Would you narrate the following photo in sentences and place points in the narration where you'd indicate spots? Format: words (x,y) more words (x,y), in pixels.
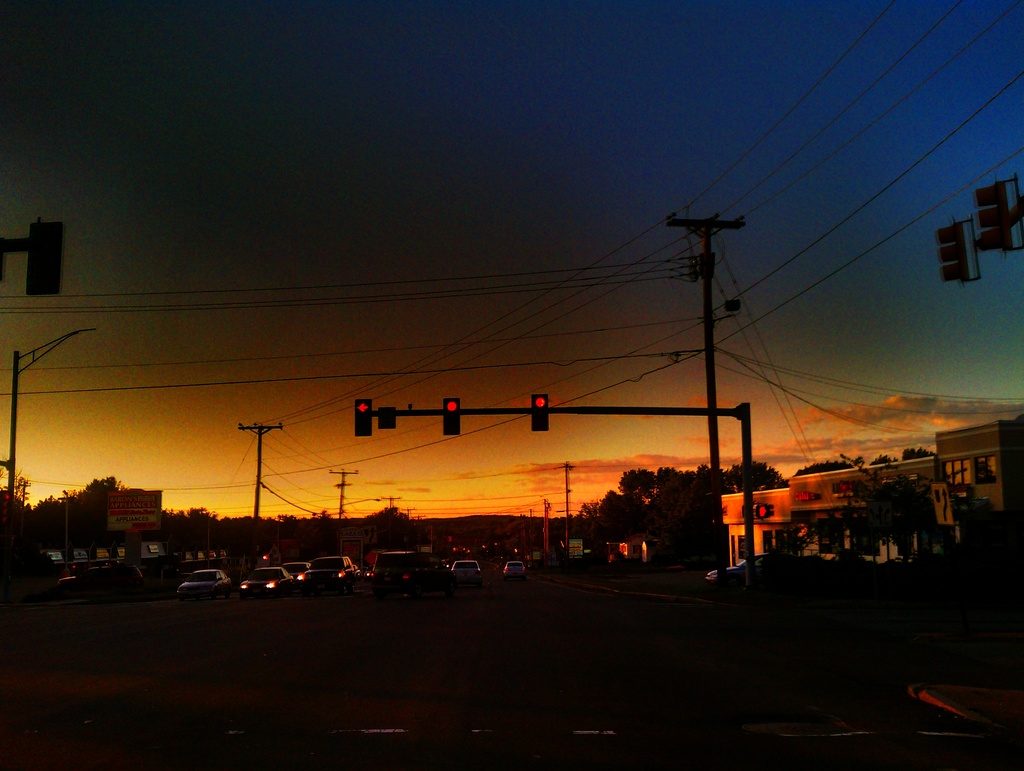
In this picture I can see cars (460,576) on the road (509,674). I can see electrical poles (713,247) on the side of the road (726,673). I can see building (842,528) on the right side (786,509). I can see traffic signal pole (748,571) on the side of the road (730,626). I can see there are clouds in the sky (607,157).
